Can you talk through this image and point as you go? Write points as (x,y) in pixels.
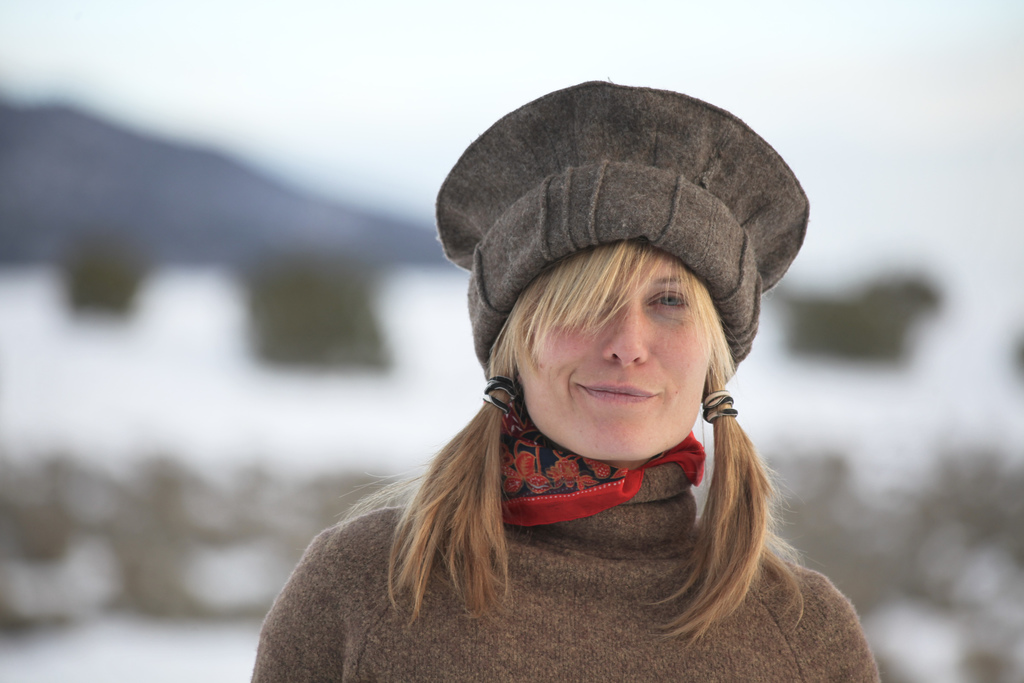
In the foreground (600,227) I can see a woman (334,648) is wearing a hat (671,241). In the background (356,1) I can see the sky (853,249). This image is taken during a day.
